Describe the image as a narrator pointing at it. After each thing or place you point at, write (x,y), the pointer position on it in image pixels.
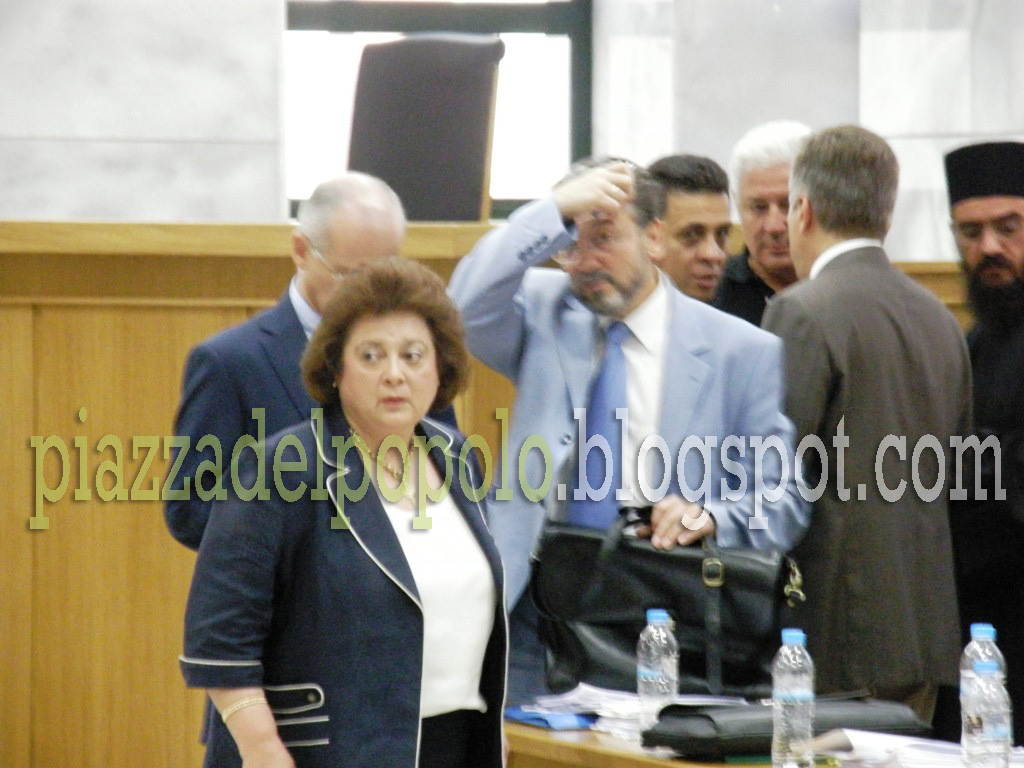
In this image we can see a group of people (664,313) standing and one among them is holding a bag (562,569), in front of them there is a table (518,765) which consists of water bottles (974,648) and a few other objects (918,719), behind them there is a wall (253,51) and a window (543,15).
